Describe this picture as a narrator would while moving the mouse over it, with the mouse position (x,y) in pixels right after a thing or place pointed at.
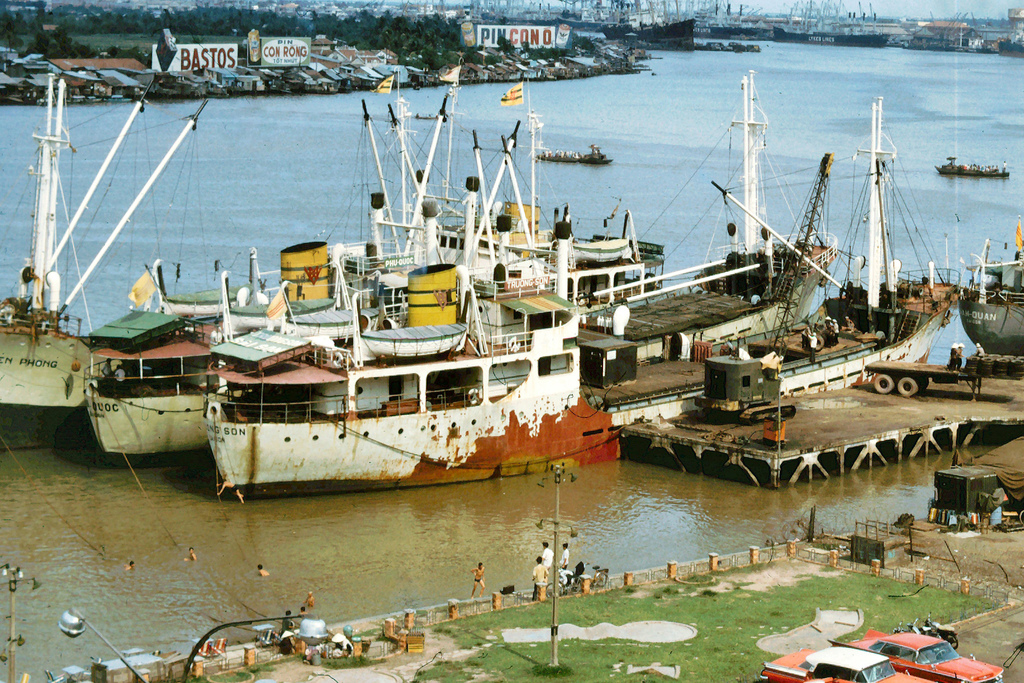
On the right side (824,665), there are vehicles (949,626) on the road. On the left side (294,651), there are persons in the water (513,576) and there are persons (481,563) on the footpath (453,657). In the background (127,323), there are boats (429,330) on the water (792,125), there are houses (260,82) and there are trees (281,21).
